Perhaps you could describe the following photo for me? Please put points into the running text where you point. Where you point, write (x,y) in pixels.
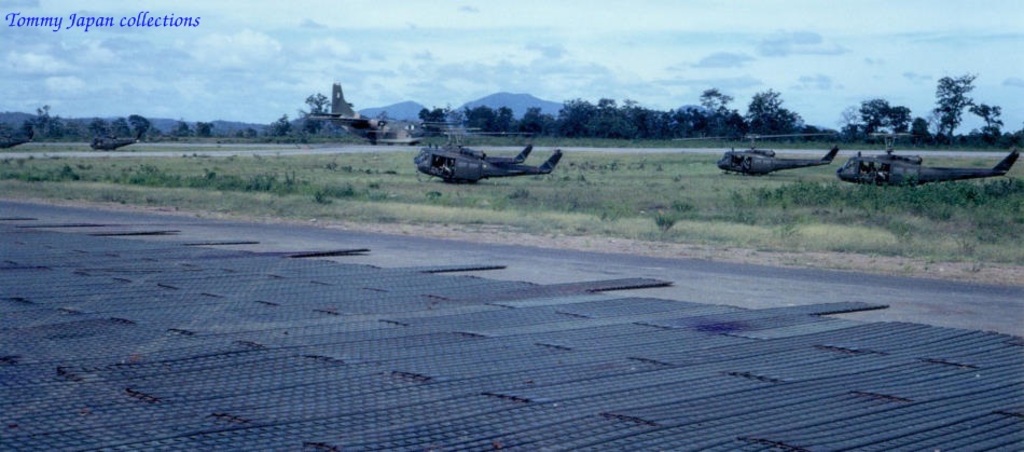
In the image there are several helicopters (864,172) on the grassland (574,199) and behind there is an aeroplane (395,125) on the runway (237,154), in the background (488,132) there are hills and trees (777,107) and above its sky (258,78) with clouds (80,87).
